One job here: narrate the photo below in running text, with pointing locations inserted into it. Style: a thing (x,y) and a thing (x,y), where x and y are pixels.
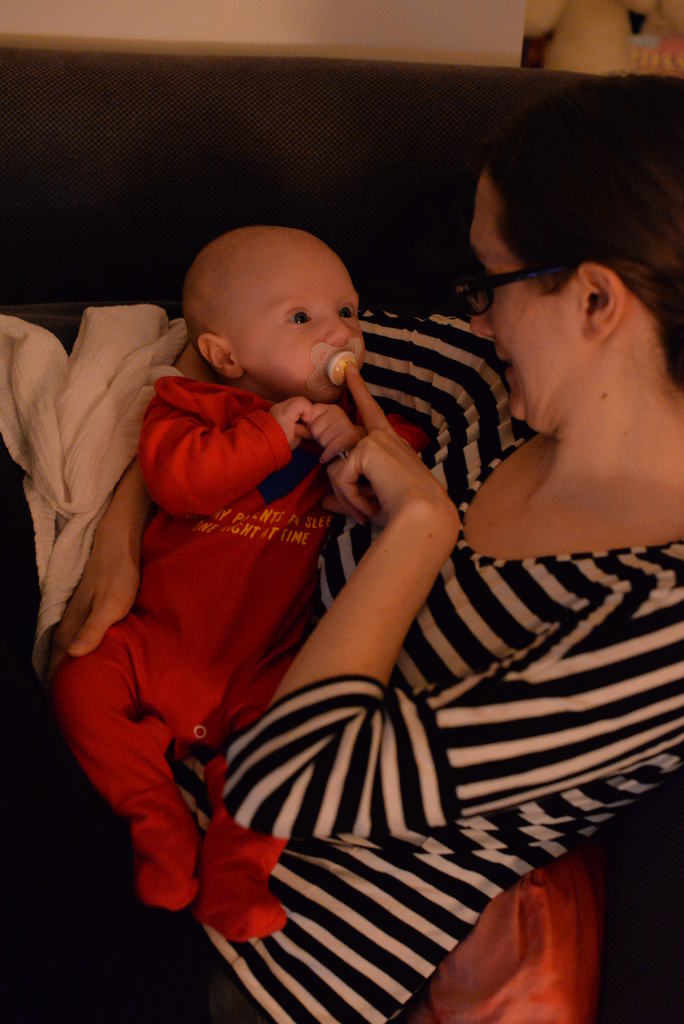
In this image I can see a woman (295,864) carrying a baby (215,442) in the hands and sitting on a couch (650,911). She is looking at the baby (273,408). Beside her there is a cloth (69,371). At the top of the image (567,28) there are few objects (584,55).
